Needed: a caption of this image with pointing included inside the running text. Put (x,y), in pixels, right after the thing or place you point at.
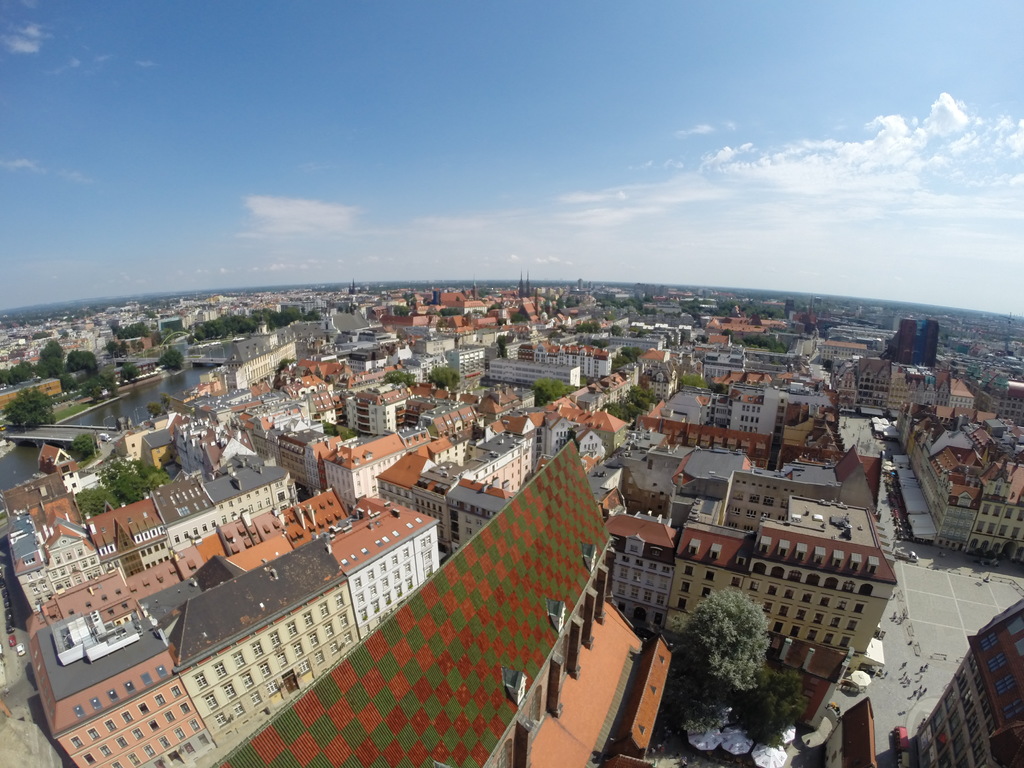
In the image there are many buildings (171,499) with roofs (311,594), walls (394,556) and windows (219,668). And also there are trees (676,715) and roads (878,506) with few people (918,694). On the left side of the image (128,412) there is water (93,420) with bridge (57,424) on it. At the top of the image (745,102) there is sky (531,180) with clouds (965,126).
